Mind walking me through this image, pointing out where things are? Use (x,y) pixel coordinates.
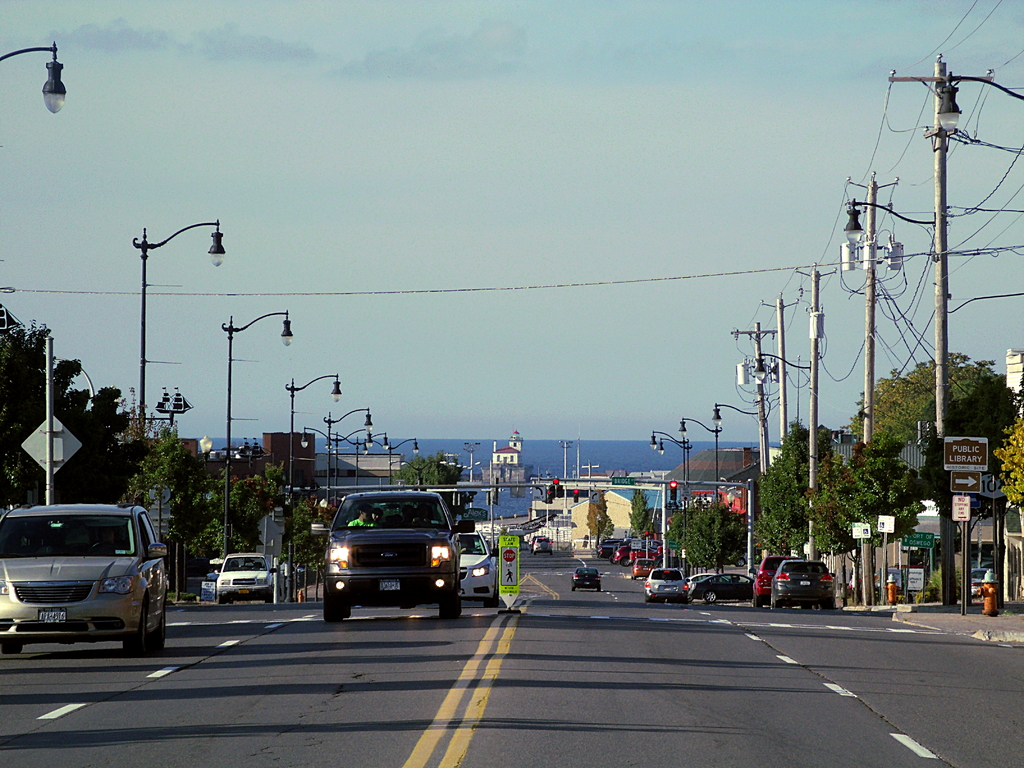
In this image few vehicles (57,565) are on the road (844,700). Few street lights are on both sides of the road (838,686). Right side (951,527) there are few poles (945,600) connected with wires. Right side (988,602) few fire hydrants (986,578) are on the pavement (1002,620). Few boards (969,484) are attached to the pole (968,528). Background (921,514) there are trees (801,508) and buildings (537,508). Top of the image (585,248) there is sky (547,186). Middle of the road (497,620) there is a board (511,599).
